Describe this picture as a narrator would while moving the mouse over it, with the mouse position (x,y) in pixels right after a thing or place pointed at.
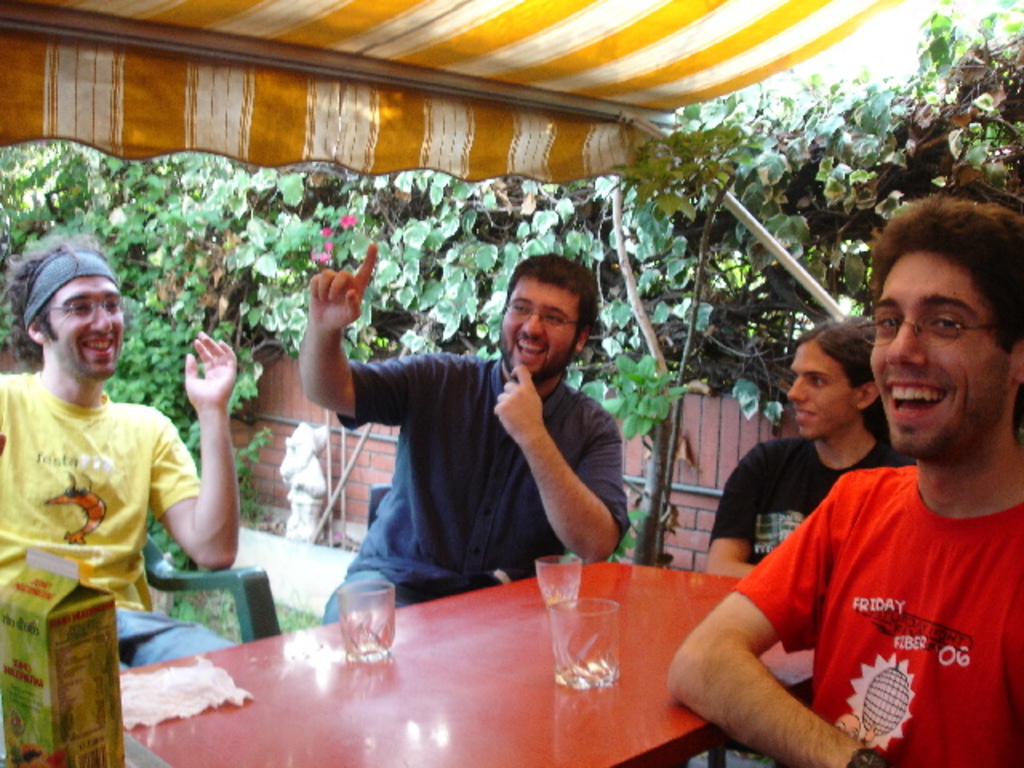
In this picture we can see a few glasses (615,614), box (50,678) and a cloth (189,672) on the table (590,575). We can see a group of people (992,445) sitting on the chair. We can see a statue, tent (72,30) and some plants (300,311) in the background (280,198).
